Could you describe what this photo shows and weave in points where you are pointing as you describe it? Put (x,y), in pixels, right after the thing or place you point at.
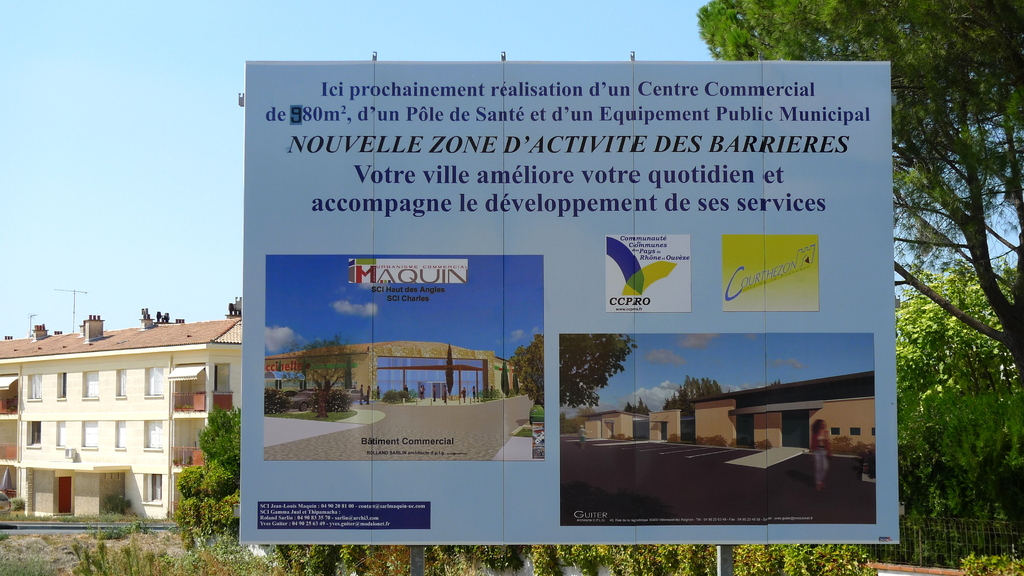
In this image we can see a poster (618,493) which consists of picture (410,296), logos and some text (574,118) on it, behind it there are trees (770,40) and houses (196,463).
